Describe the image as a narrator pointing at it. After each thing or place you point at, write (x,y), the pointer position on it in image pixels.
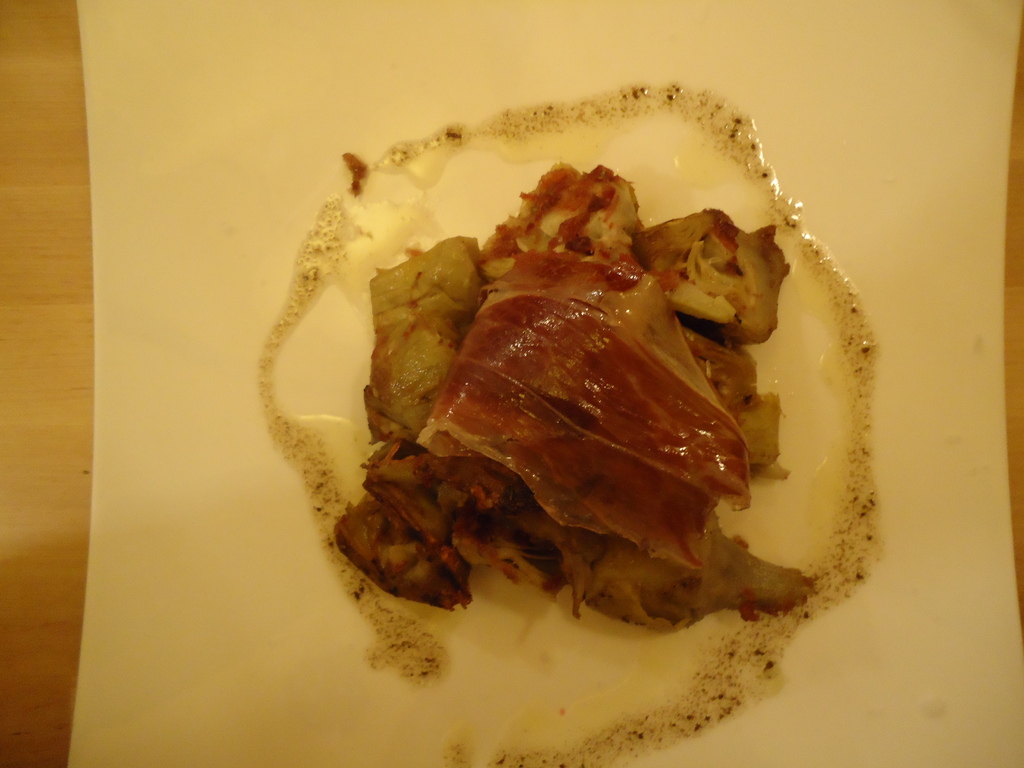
In this image we can see a table (61,646). On the table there is a food item (504,486) placed on a plate (467,745).
